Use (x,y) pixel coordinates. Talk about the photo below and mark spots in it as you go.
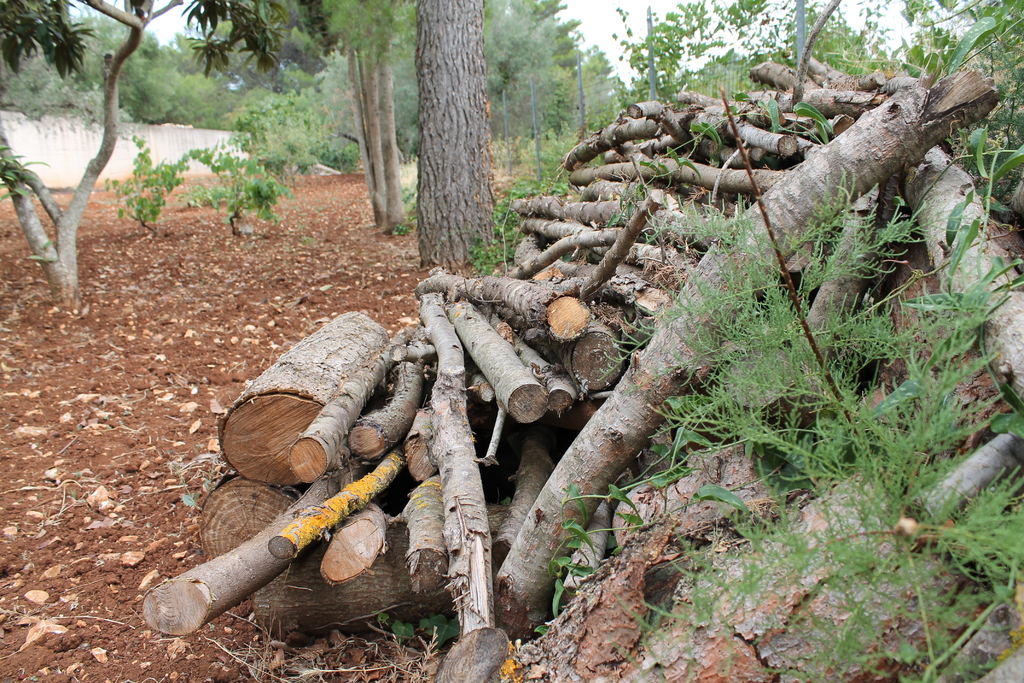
In the center of the image (472,328) we can see logs (691,266), grass (851,363), trees (558,84), some plants (290,180) are present. At the top of the image (587,96) mesh (572,93), sky (581,19), wall (221,132) are there. On the left side of the image (142,395) ground (176,436) is there.
